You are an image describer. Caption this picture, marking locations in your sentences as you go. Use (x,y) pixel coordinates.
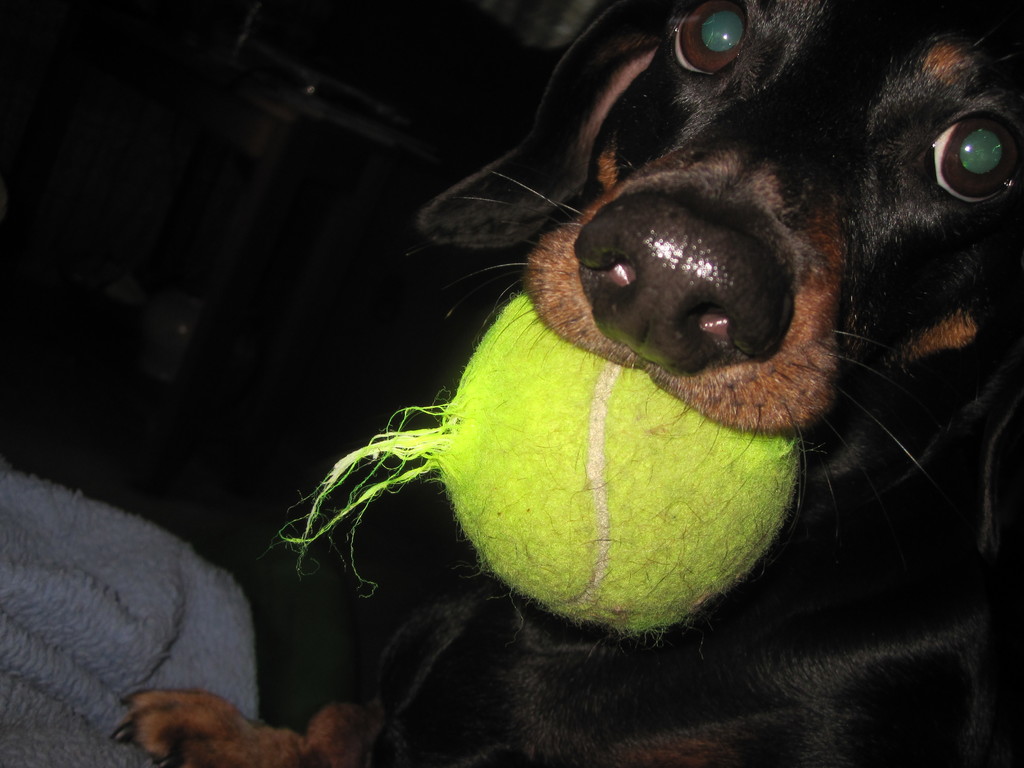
Background (414,117) portion of the picture is dark. On the right side of the picture (910,319) we can see a dog (927,181), holding a ball (699,491) in its mouth (761,412). On the left side of the picture (204,594) we can see a cloth (97,614).
